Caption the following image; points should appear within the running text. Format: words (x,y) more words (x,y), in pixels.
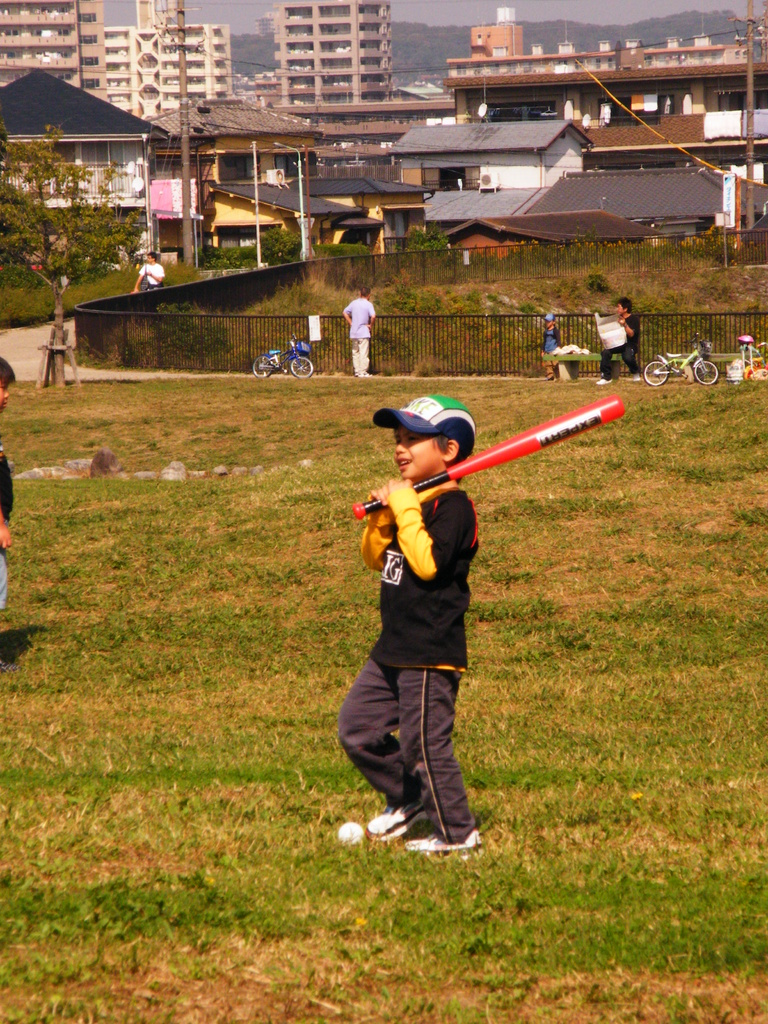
Here we can see a boy (430,538) is in motion on the ground (340,538) by holding a bat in his hands (381,506) and there is a ball (360,830) on the ground (363,855) at his legs (395,794). In the background (338,339) there are few people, bicycles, fence (141,315), houses (416,149), trees (0,253), electric poles (179,6), wires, mountains (415,48) and sky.
